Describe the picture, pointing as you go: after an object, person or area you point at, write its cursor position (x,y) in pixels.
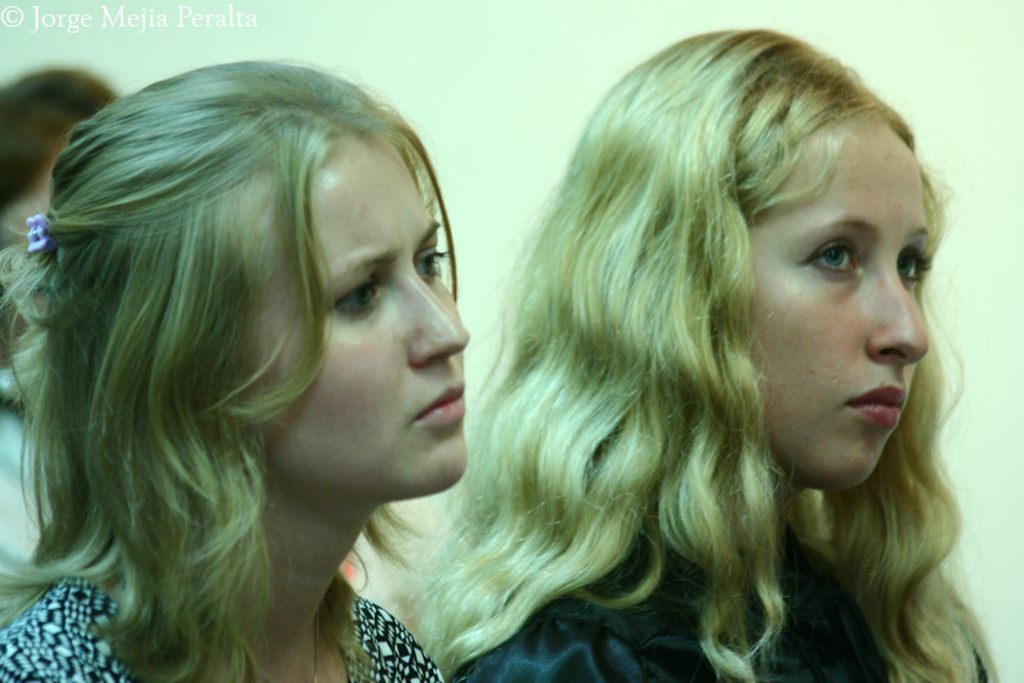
In this image I can see few people (387,381) with different color dresses (114,606). In the back (522,45) I can see the wall (622,41). I can also see the watermark (151,30) in the image.
